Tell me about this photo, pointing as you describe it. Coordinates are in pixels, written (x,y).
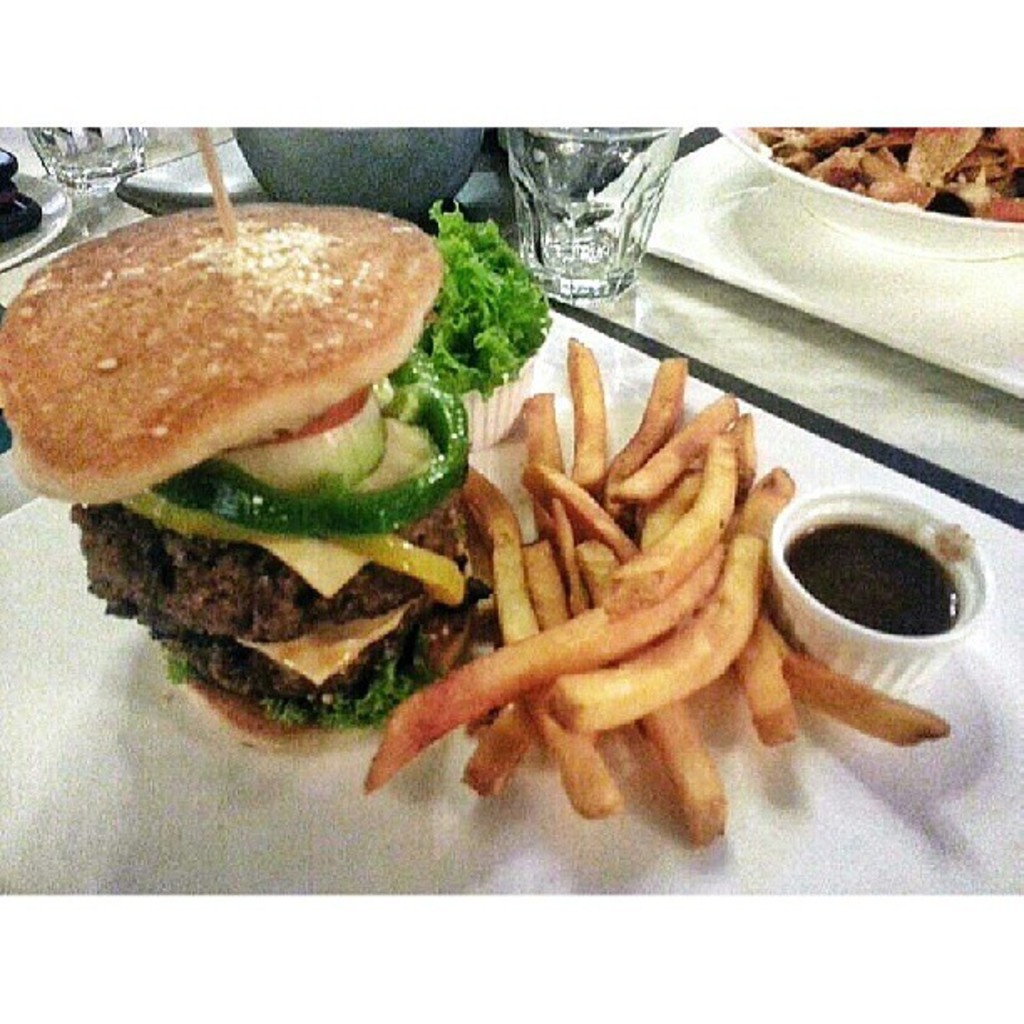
In this image I can see the white colored surface (283,810) and on it I can see few french fries (601,555), a burger (268,341) which is brown, green and cream in color. I can see a white colored bowl (865,660) with black colored sauce (872,598) in it. In the background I can see few glasses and few other objects (683,239).
